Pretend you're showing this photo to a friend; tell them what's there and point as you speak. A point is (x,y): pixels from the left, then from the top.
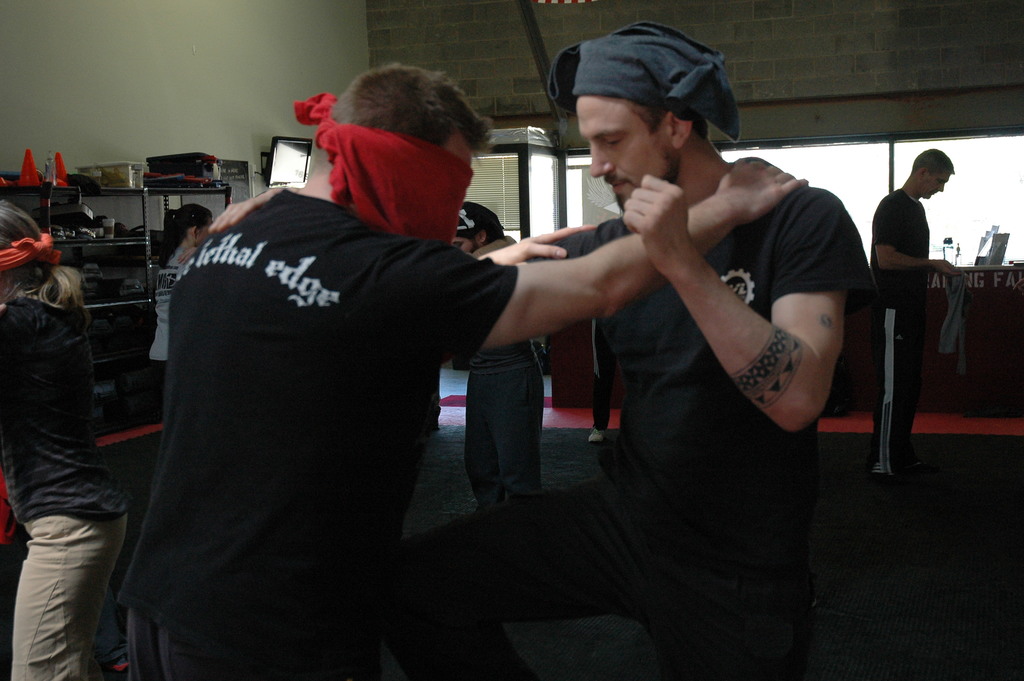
There are people (644,477) and we can see floor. In the background (178,181) we can see objects (182,154) in racks (227,194), television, wall (131,99) and windows (971,256).
